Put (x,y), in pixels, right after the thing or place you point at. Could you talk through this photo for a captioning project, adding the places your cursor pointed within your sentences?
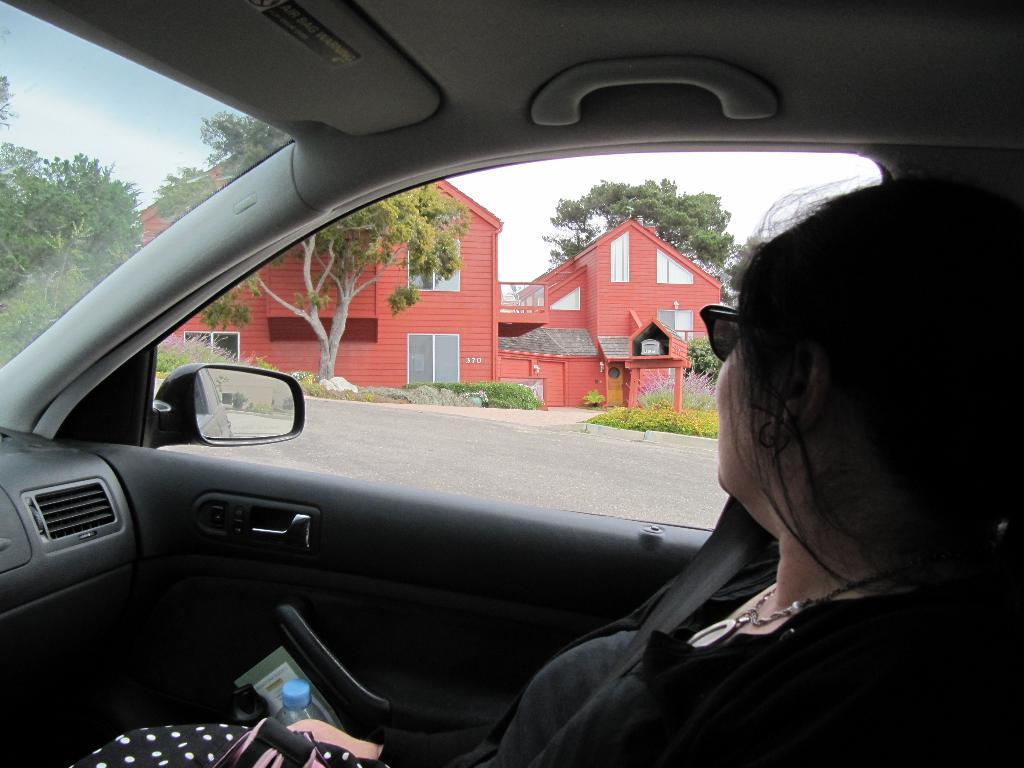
In this image I can see a woman (858,484) wearing black goggles (733,330) and black dress (768,716) is sitting in the seat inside the car (544,641). I can see the water bottle (293,696) which is blue in color and a bag (257,732) which is pink and black in color in her lap (261,748). In the background (523,332) I can see few buildings (444,317) which are red in color, few trees (357,278), the road (476,445) and the sky (570,178).
